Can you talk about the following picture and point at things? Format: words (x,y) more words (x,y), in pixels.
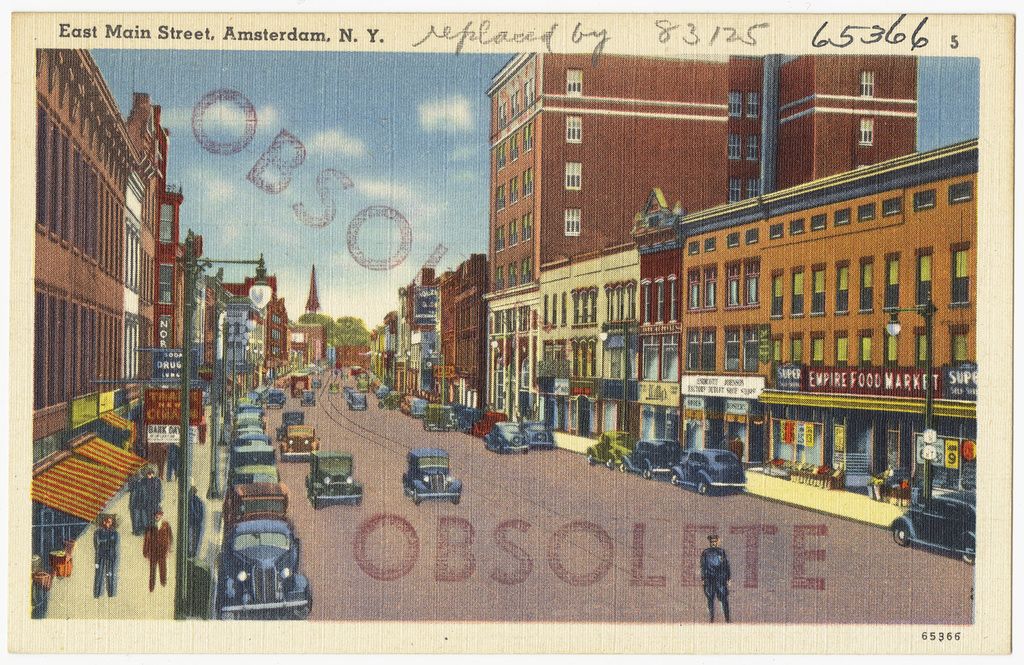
In this image we can see a paper (523,419). On the paper (320,491) we can see road (374,512) with vehicles (346,468). On the sides there are buildings (80,282). And there are many people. In the background (290,143) there is sky (322,155) with clouds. And this is a painting. Also there is text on the image.
